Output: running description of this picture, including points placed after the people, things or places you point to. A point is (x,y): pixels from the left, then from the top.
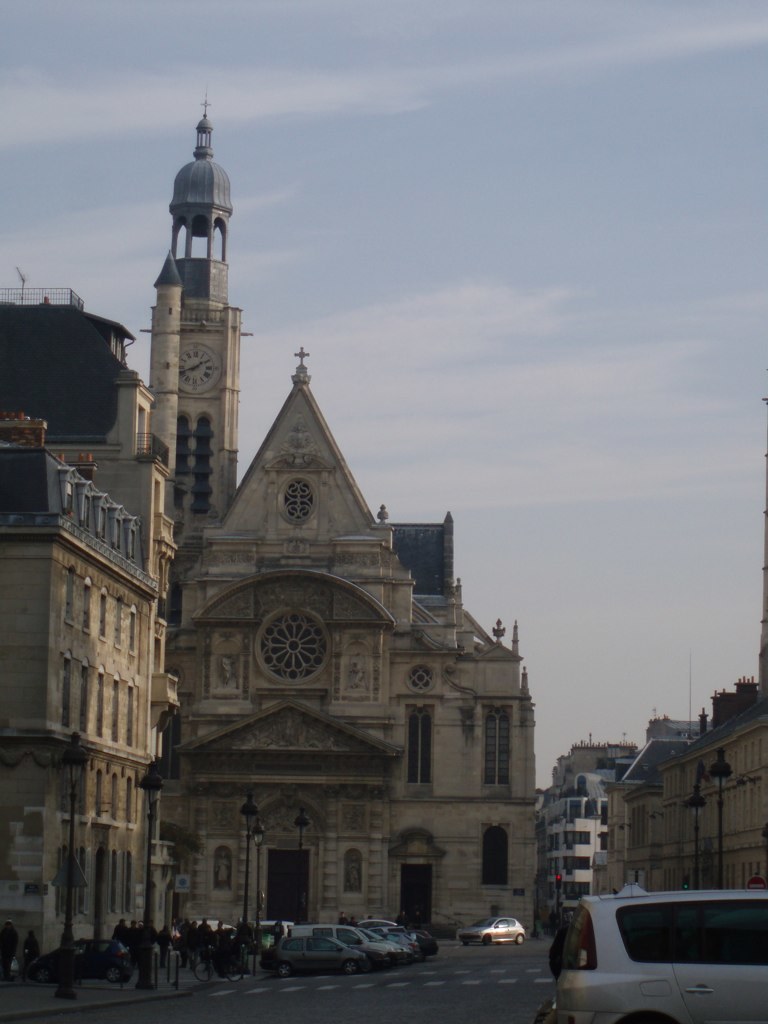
In this picture we can see vehicles (682,932) on the road (381,983). In the background (319,787), we can see a tall building (306,574) with people (139,940) standing in front of it.
